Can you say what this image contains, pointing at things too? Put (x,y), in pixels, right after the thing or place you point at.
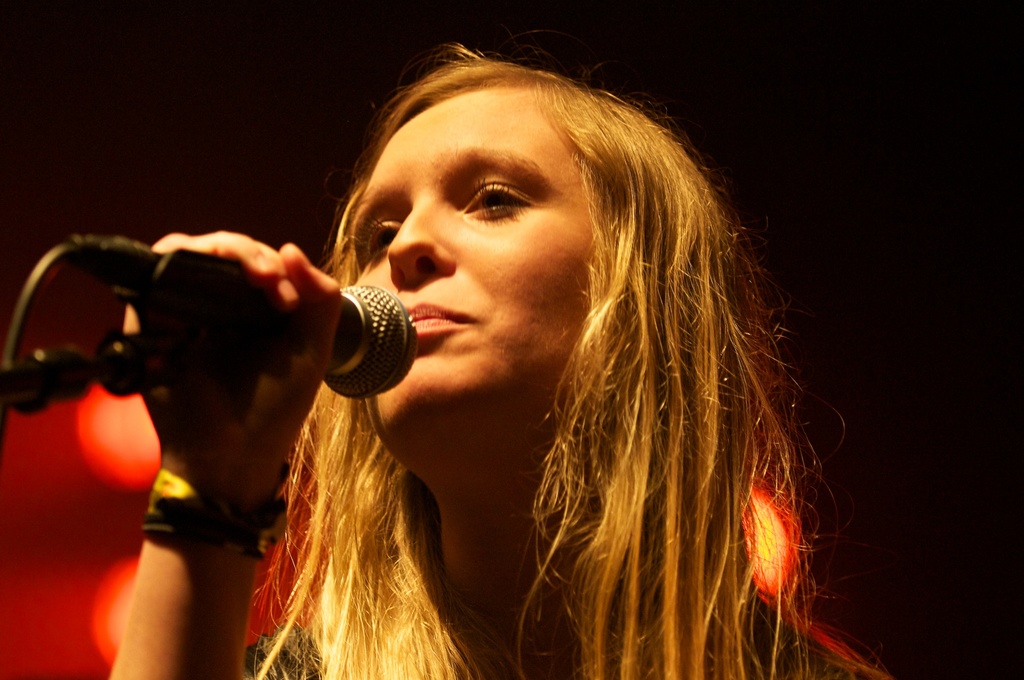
This image consists of a woman (732,477) standing and holding a mike (363,302) in her hand (265,433), who is half visible. The background (162,186) is dark in color. In the left bottom (106,458), lights (103,623) are visible. This image is taken on the stage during night time.
